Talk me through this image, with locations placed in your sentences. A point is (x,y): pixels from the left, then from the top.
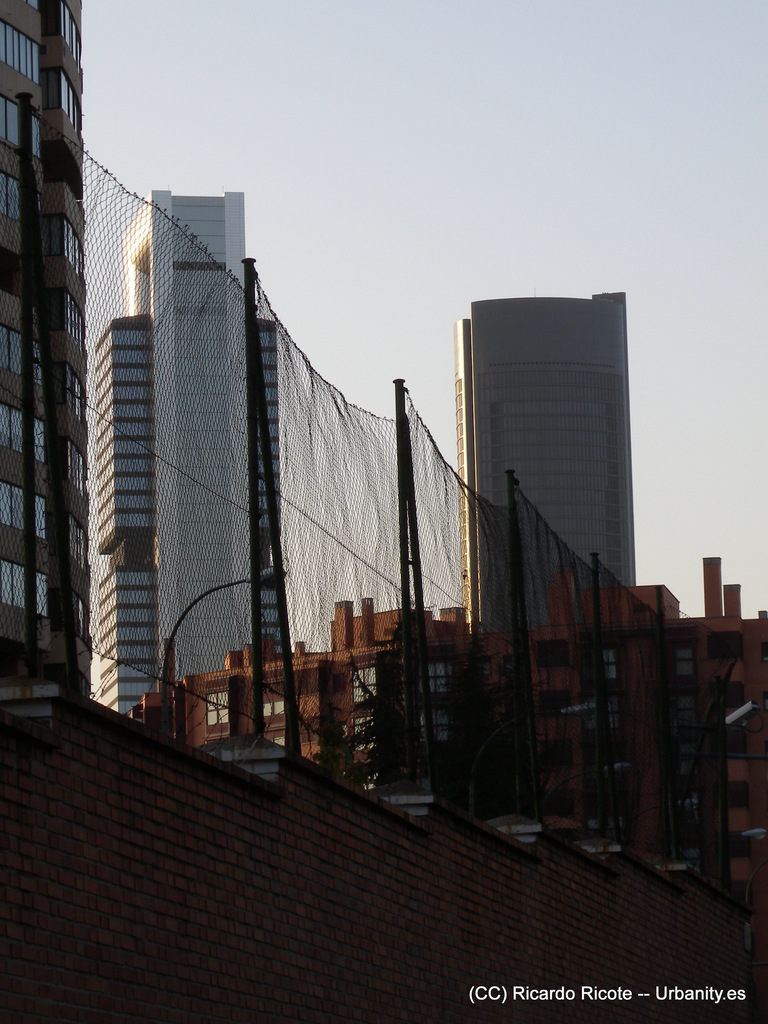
In the center of the image (415,636) we can see fences (284,660) and a wall (362,840). At the bottom right side of the image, we can see some text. In the background (412,233), we can see the sky (435,249), buildings (551,638), towers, windows (174,594) and a few other objects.
